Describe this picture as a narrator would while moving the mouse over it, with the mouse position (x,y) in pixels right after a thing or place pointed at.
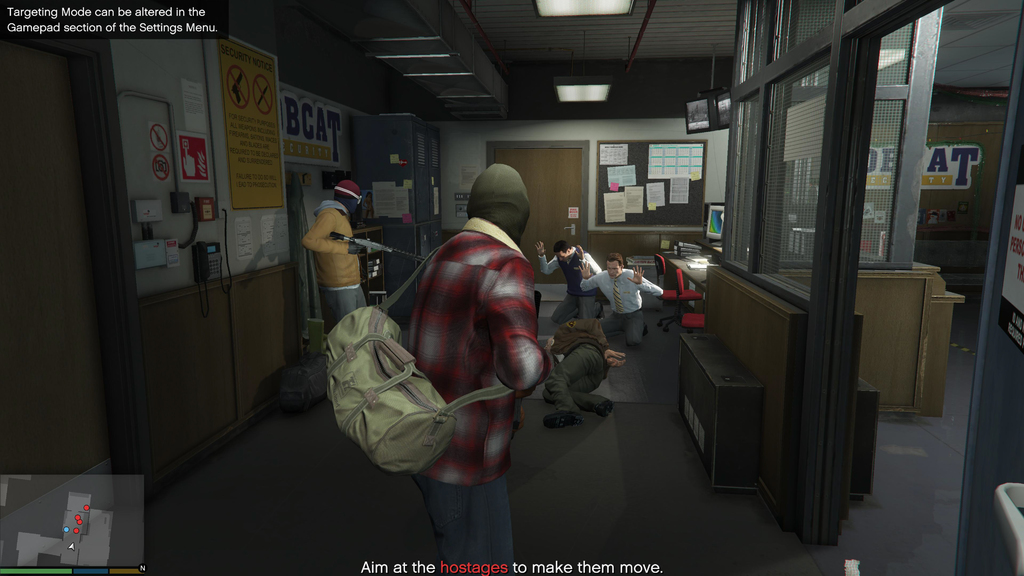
In this image in the center (571,356) there are a group of people (490,263), and two persons (351,251) are holding a gun (392,247) and one person (427,335) is wearing a bag (349,364). And in the background (581,187) there is a door (549,208), board (618,188), cupboards (385,151), and some posters (620,171), computer (712,232), table (700,274), chairs (684,300). And on the right side of the image (843,132) there are glass doors (877,244) and wall (987,205) and some posters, and on the left side (299,53) there is a wall (184,301) and some boards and posters (264,145). At the top (662,33) there is ceiling (679,28) and lights (549,14), at the bottom (411,482) there is floor (639,501).
